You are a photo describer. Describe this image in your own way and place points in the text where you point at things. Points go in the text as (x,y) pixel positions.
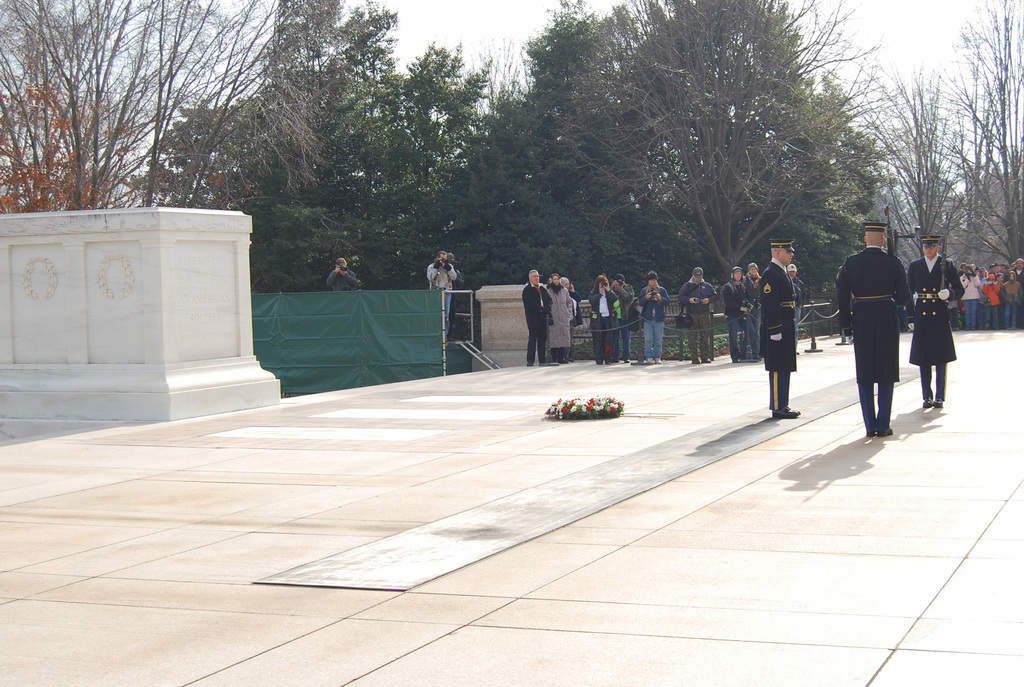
On the right side of the image (873,385) we can see three people (886,358) standing. They are wearing uniforms (860,332). In the center (569,410) there is a flower garland (590,413). In the background (225,100) there are trees (650,189) and a fence (388,328). We can see people (691,294). At the top (929,34) there is sky (942,28).
